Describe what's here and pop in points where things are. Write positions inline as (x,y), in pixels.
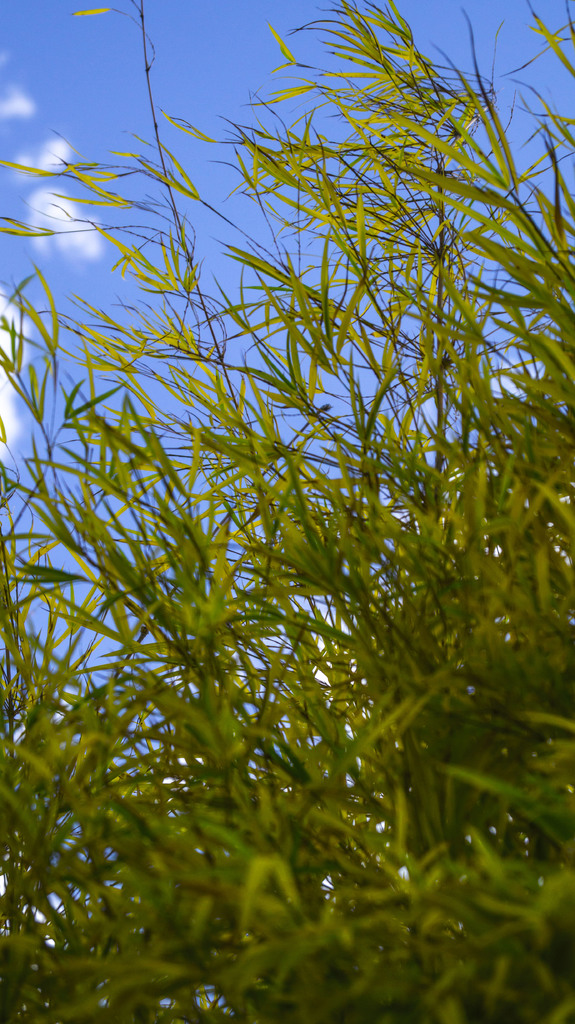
In this image we can see the grass (327,641). The sky (25,159) is blue.
